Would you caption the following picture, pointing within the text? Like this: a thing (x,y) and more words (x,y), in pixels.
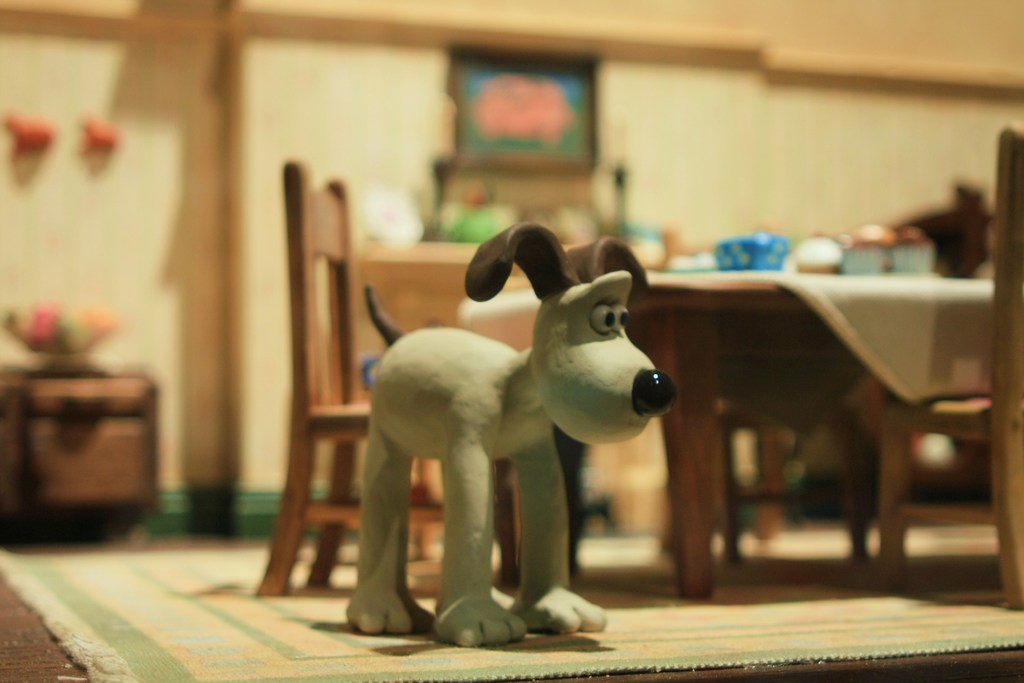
In this picture we can see a toy (542,450) on floor (159,584) and at back of this we have a chair (302,240), table (733,285) and on table (800,290) we have a bowls (742,253) and in the background (533,159) we can see wall (744,133) with frame (503,99), pole (205,298).
